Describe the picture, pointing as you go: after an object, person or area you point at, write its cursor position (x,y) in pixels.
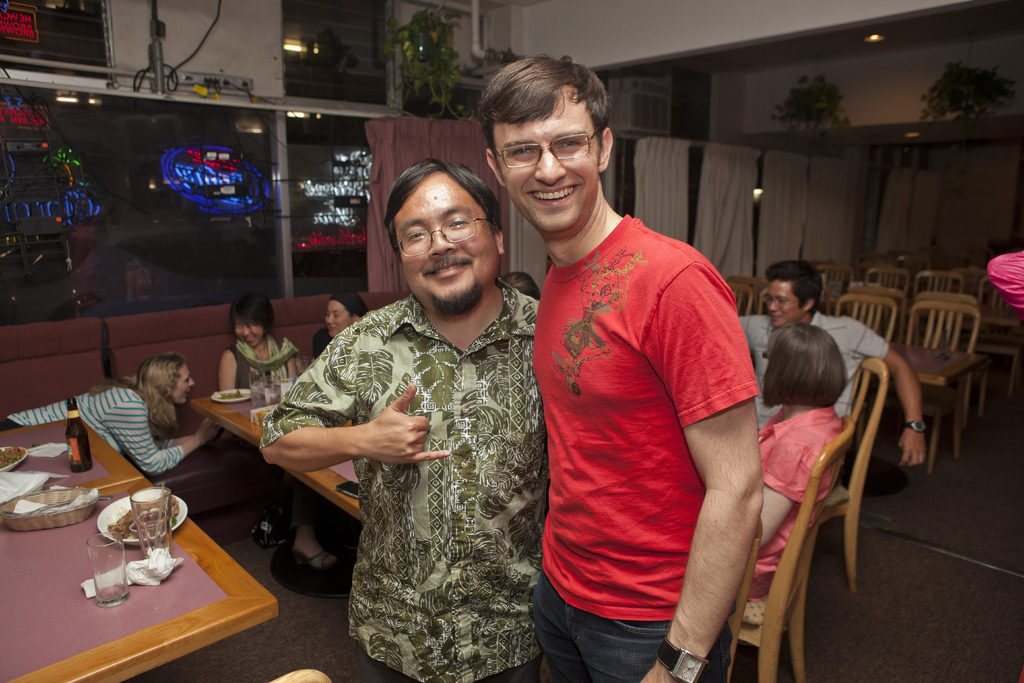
This picture describe about the inside view of the restaurant (334,496) in which a group of people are sitting and enjoying the food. In front (654,600) a boy (657,312) wearing red t-shirt (648,583) and jean (648,628) is standing and giving the pose into the camera and smiling. Beside another man (446,292) with beard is also standing and giving the pose into the camera. Behind we can see the curtain (745,214), some hanging plant pots (438,74) and a big glass window (134,207) from which road (154,214) is seen.
